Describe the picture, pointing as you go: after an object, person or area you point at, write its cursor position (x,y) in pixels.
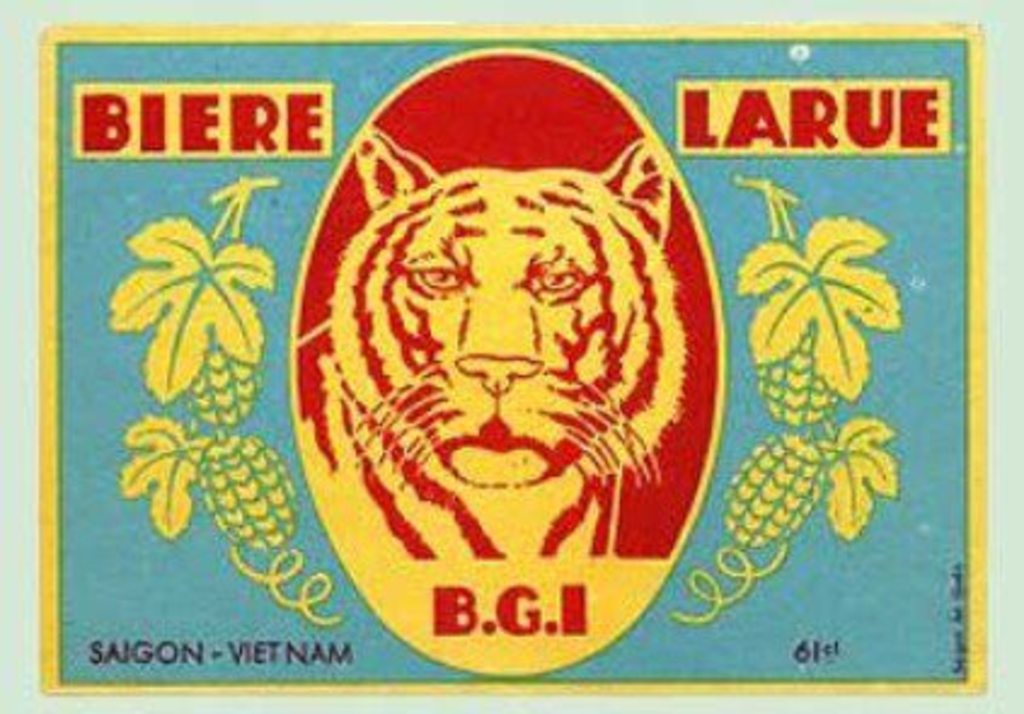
In this picture there is a poster (292,255) looking like a stamp card (565,222), in the card (374,371) there is a tiger (658,374), hops (199,333) and text (102,127).
